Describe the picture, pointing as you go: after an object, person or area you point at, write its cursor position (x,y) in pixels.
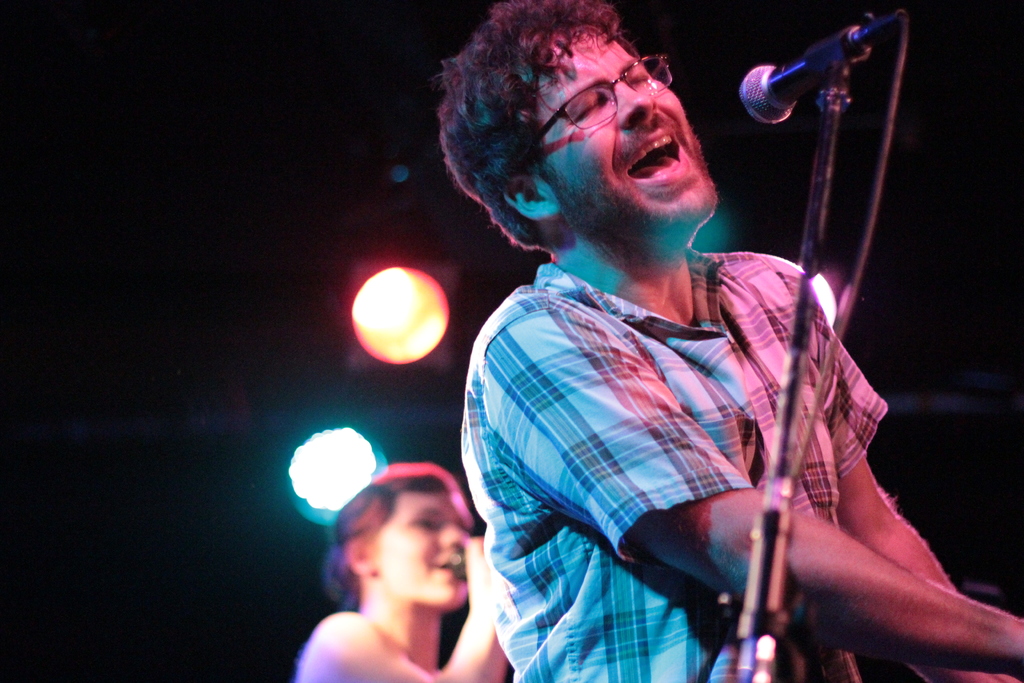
Here a man (803,405) is singing in the microphone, he wore shirt (743,384), spectacles (583,109). Here a woman (425,576) is also singing, in the middle (365,342) there are focus lights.
